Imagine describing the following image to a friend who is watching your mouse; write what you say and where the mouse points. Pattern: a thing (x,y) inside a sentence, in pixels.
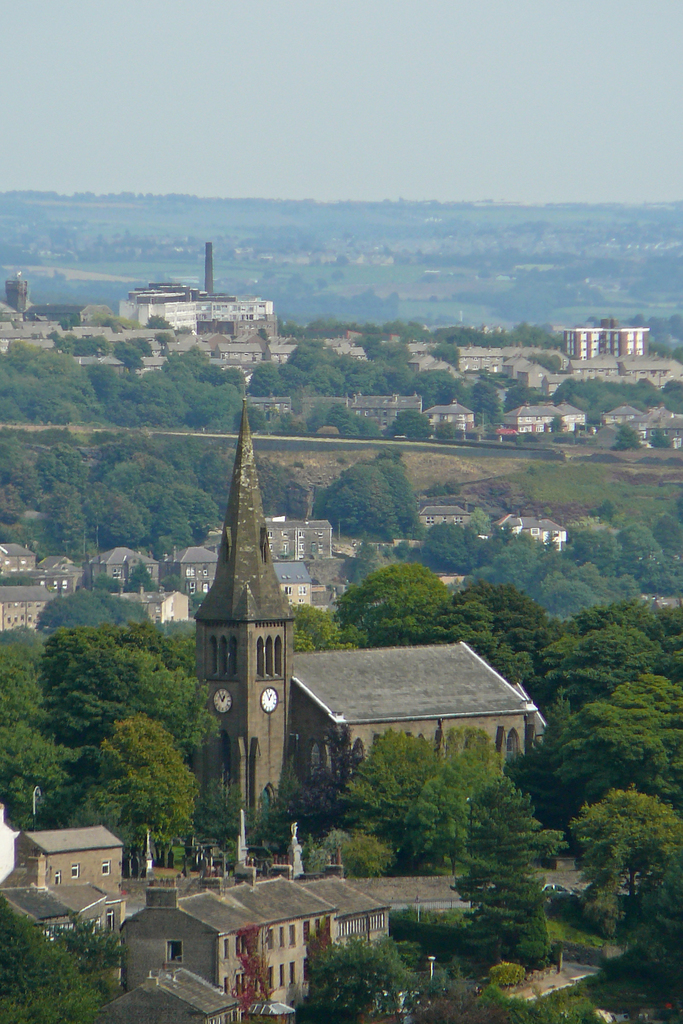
There is clock (274,698) on the two walls (261,712) of a tower (277,685). There are trees (319,612), buildings (73,829) and plants (311,788) on the ground (564,466). In the background (100,106), there is sky (92,101).
